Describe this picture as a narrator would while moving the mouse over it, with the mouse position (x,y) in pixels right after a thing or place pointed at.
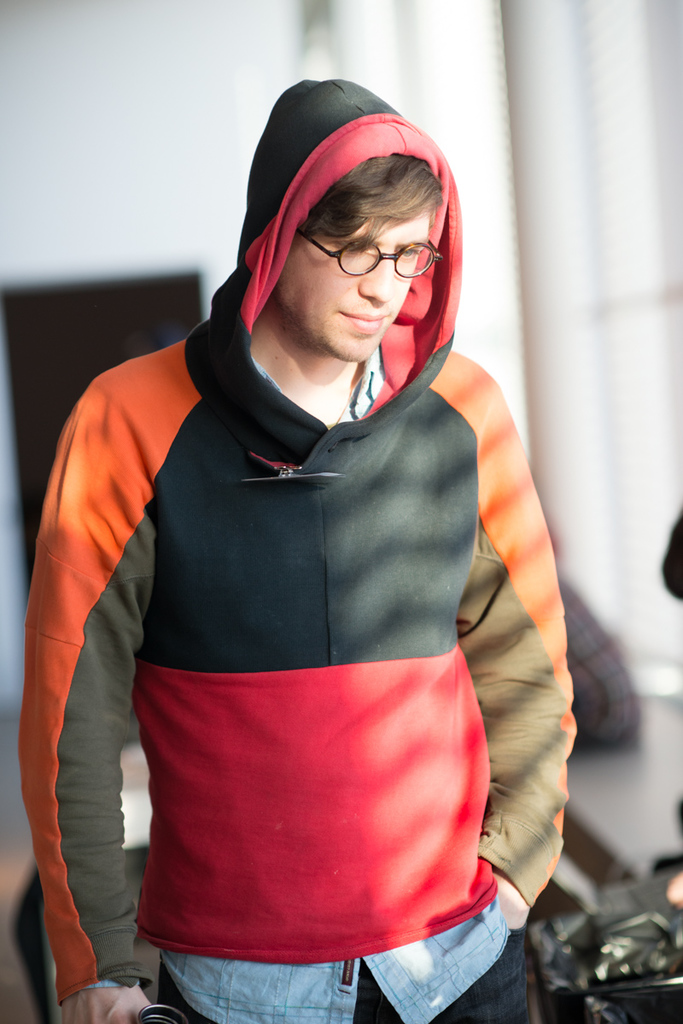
In this image, we can see a person (217,760) wearing clothes (252,699) and spectacles (418,247) on the blur background.
